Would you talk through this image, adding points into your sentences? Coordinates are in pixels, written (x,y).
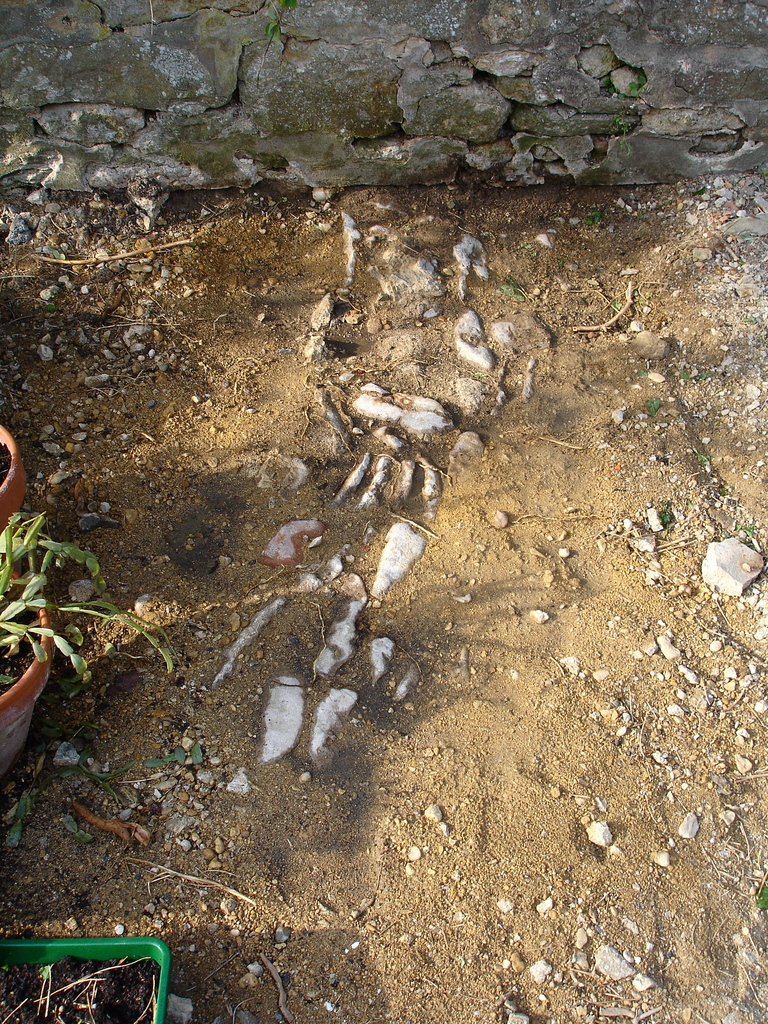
There are plant pots (27,698) on the left side of the image (2,638), there are stones (71,351) on the floor (394,214), it seems like a wall (366,90) at the top side (366,90).
